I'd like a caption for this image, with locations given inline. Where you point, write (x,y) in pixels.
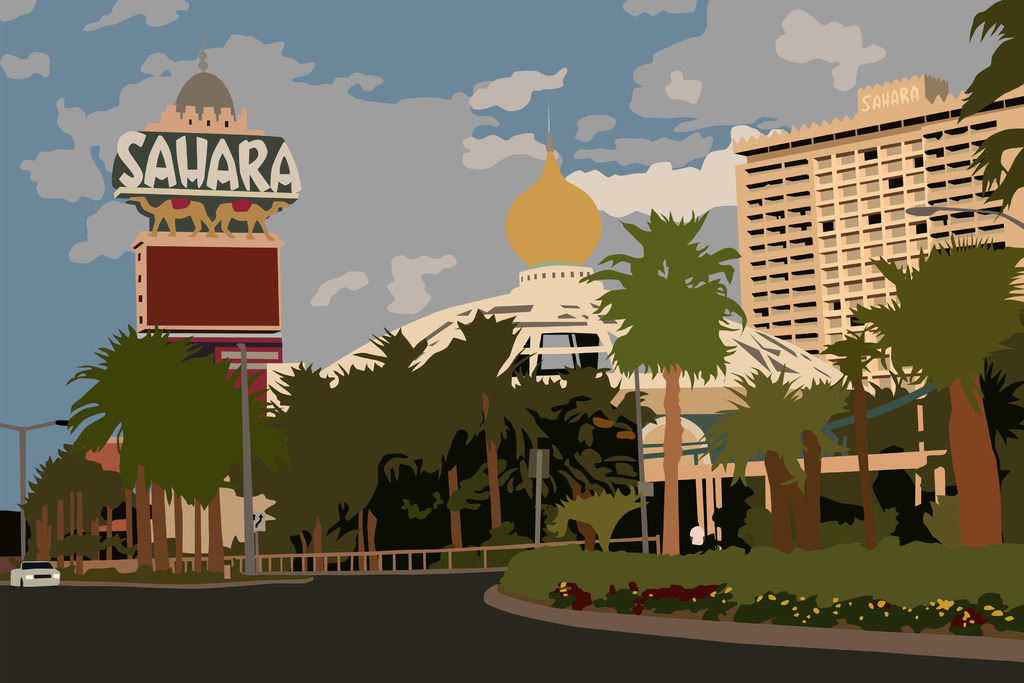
It is an editing picture. In the image in the center (496,299) we can see the sky (445,20), clouds (365,203), buildings (791,231), trees (983,407), plants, poles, fences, road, car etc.
